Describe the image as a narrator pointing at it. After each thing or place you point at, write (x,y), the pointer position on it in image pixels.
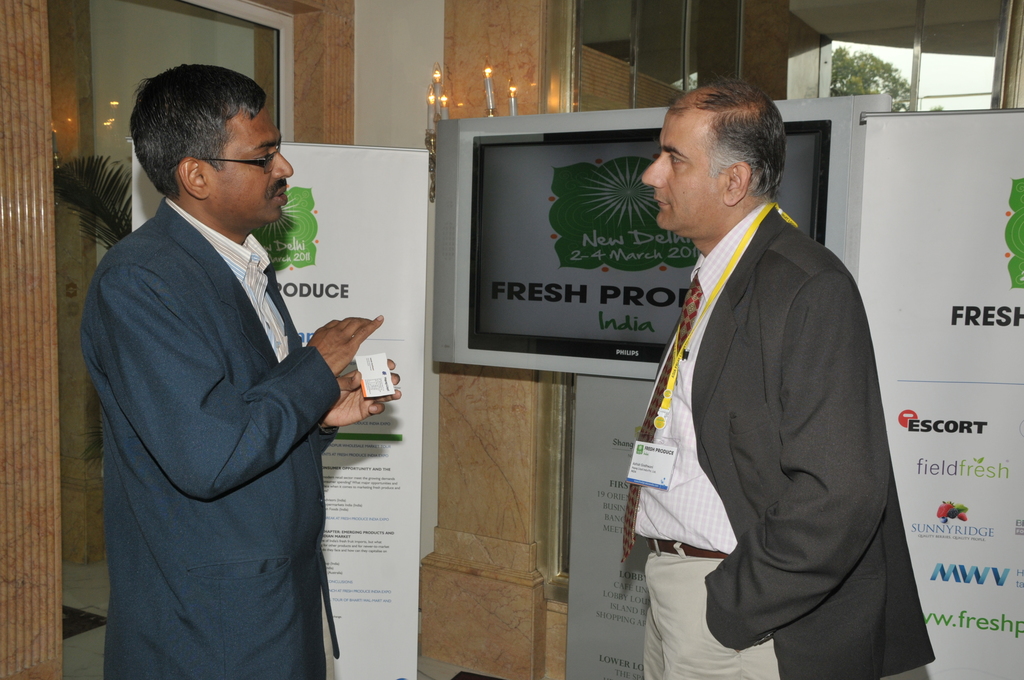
In this image I can see two persons (136,513) standing and one of the person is holding a card (384,378). There are boards (370,422), glass walls (680,5), there is a monitor (556,295), a plant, tree (857,76) and also there is sky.
